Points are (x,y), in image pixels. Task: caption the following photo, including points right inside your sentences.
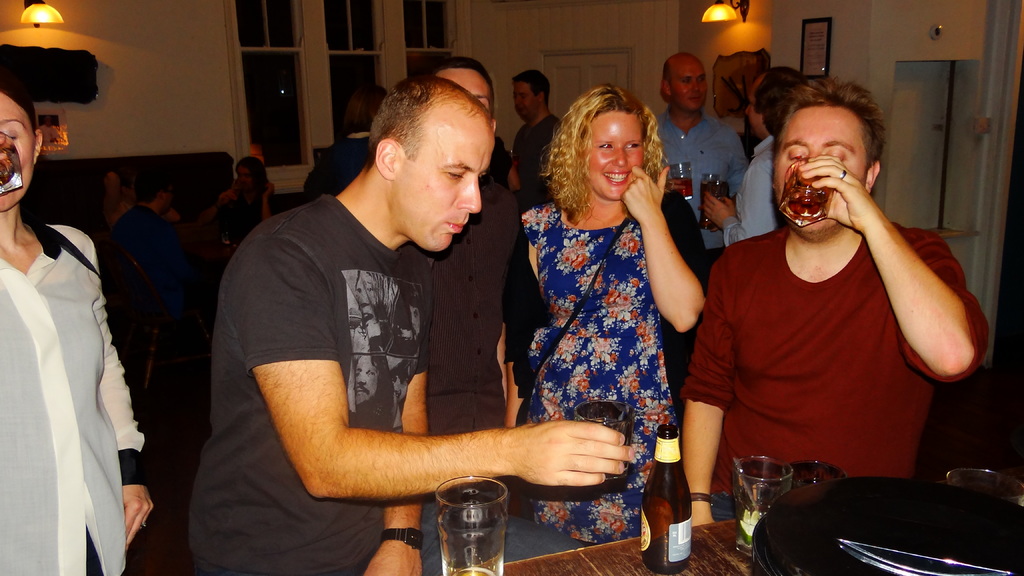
In this image there are few people (839,210) partying. In the left side of the image (28,546) a woman (42,474) is standing and having her drink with glass (4,179). In the right side of the image (732,425) a man (695,514) is sitting on a stool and having his drink (804,188). In the middle of the image (680,334) few people (676,363) are enjoying. At the bottom of the image (616,549) there is a table (712,543) there were few things (661,544) on it. At the background (4,16) there was a wall (84,29) with windows (260,75) and lamps (51,7).
